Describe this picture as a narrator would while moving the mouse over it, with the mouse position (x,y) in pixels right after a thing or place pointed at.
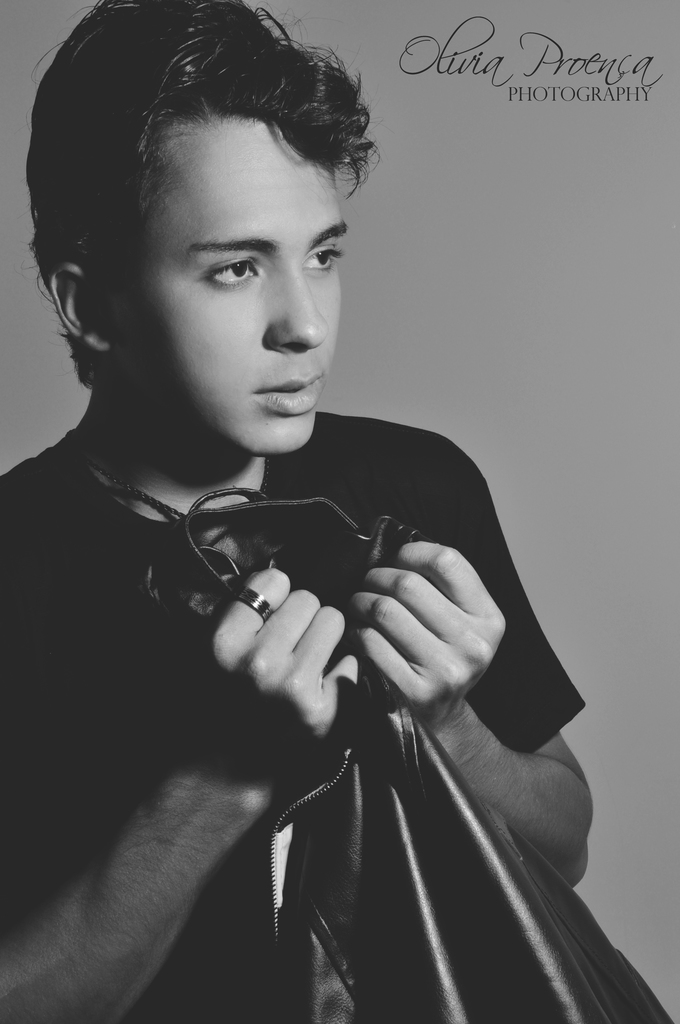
There is a boy (308,477) in a t-shirt (373,440), holding a jacket (282,521) with both hands (431,607). In the right top corner (592,62), there is a watermark (491,33). In the background (608,134), there is wall (561,307).
